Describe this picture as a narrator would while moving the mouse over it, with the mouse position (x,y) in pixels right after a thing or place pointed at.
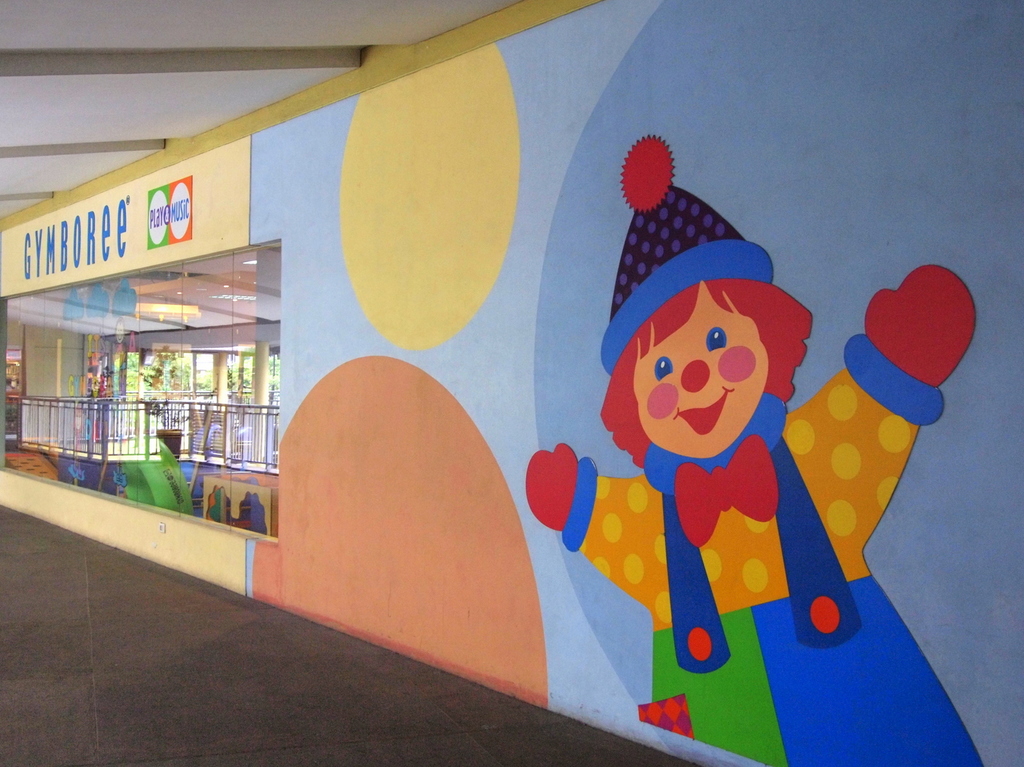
In this image I can see the wall (501,494). On the wall (497,247) I can see few paintings (409,344) in multi color, background (271,382) I can see the railing (279,414), few pillars (260,373) and I can see few trees (136,380) in green.
